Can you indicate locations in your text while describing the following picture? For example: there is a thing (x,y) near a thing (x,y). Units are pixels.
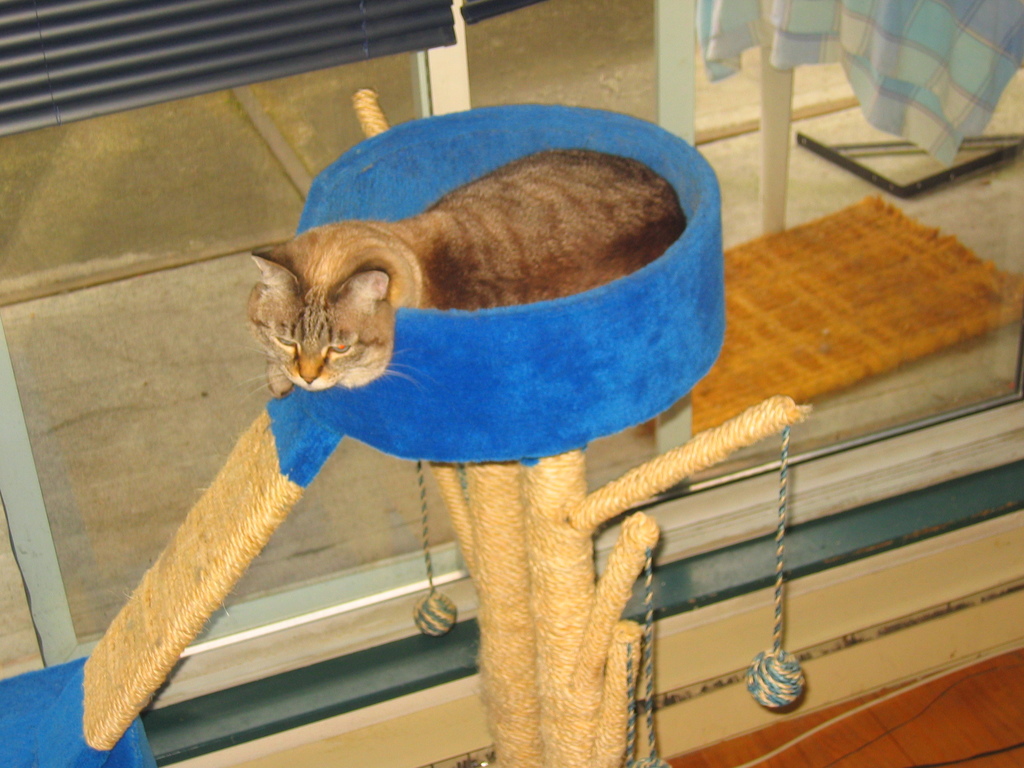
In the center of the image (372,294) there is a cat (498,245). In the background of the image (33,142) there is a glass door (644,114). At the bottom of the image (883,711) there is wooden flooring (882,725).
